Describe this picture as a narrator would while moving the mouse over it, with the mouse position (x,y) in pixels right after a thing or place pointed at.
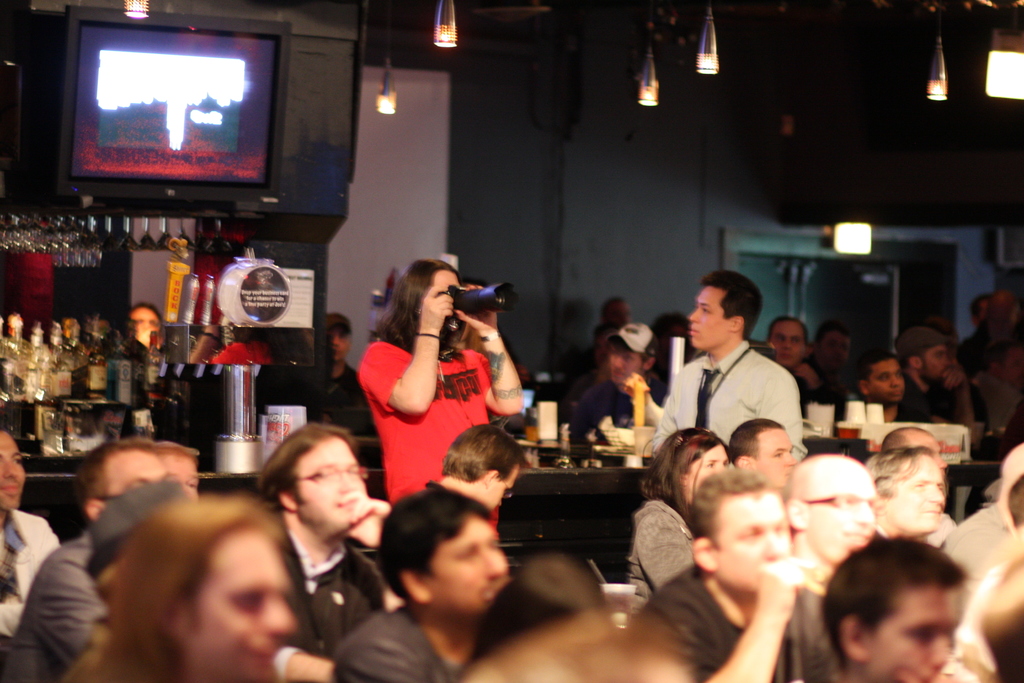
In this image, there are group of people (217,534) wearing clothes (462,389). There is person (378,411) in the middle of the image (440,395) wearing clothes (479,376) and taking a snap with a camera (477,304). There are some bottle (133,385) on the left side of the image (8,357). There is a screen (173,120) in the top left of the image (215,133). There are some lights (449,4) at the top of the image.
